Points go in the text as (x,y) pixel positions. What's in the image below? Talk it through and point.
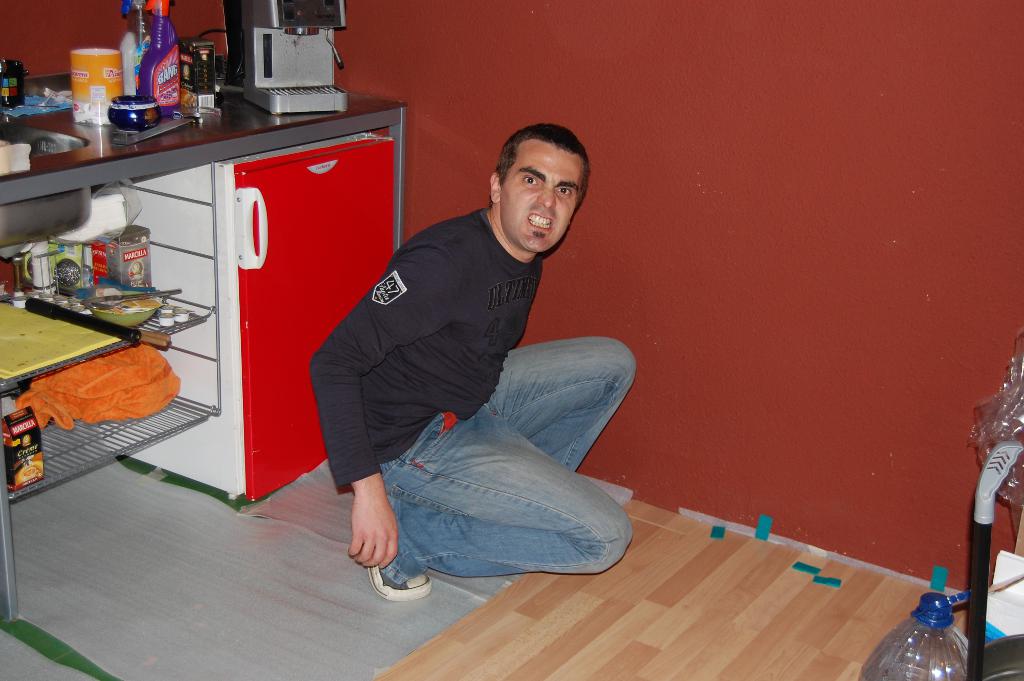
On the background (798,246) we can see a wall (914,252) in red colour. This is a floor (357,650). We can see one man (606,403) with a black colour t shirt (435,350) on the floor (863,652). This is a bottle (898,643). Here we can see a desk (150,158) and a coffee machine (314,91) on it. Here we can see two racks (112,322) and few boxes (126,271) and items (127,390) on it.
